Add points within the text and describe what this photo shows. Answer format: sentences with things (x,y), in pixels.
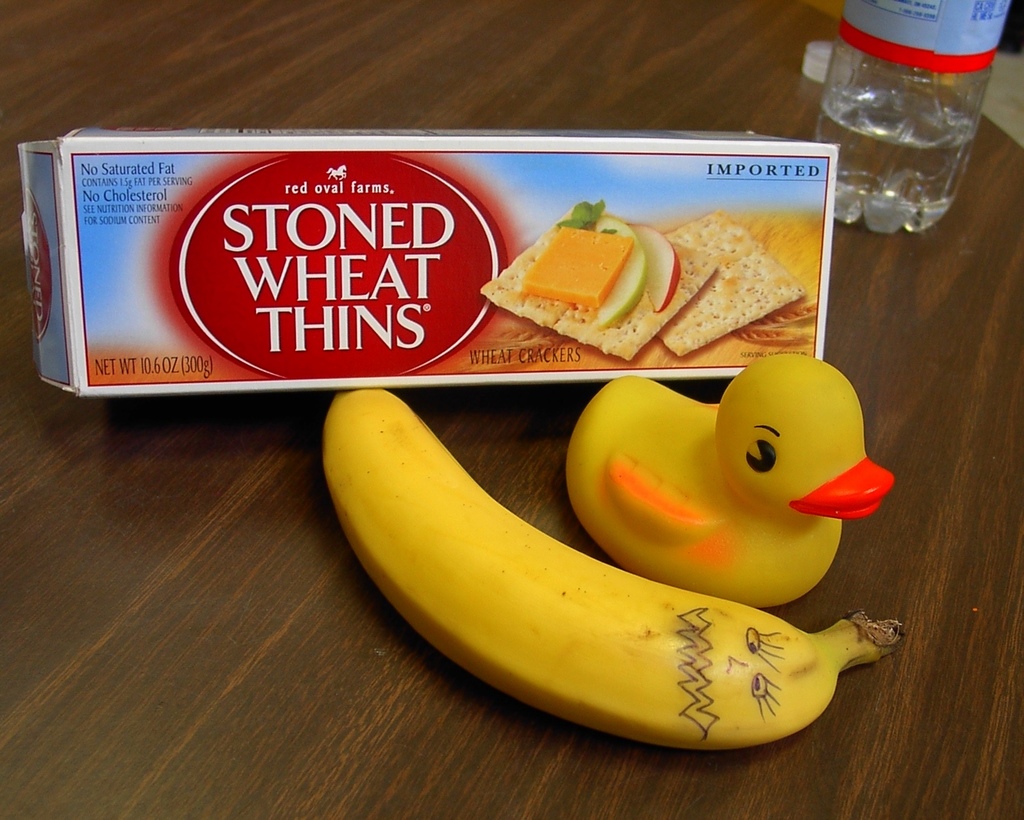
In the image we can see there is a banana (485,555), duck toy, cracker box (478,237) and a water bottle (864,192) kept on the table (398,644).
